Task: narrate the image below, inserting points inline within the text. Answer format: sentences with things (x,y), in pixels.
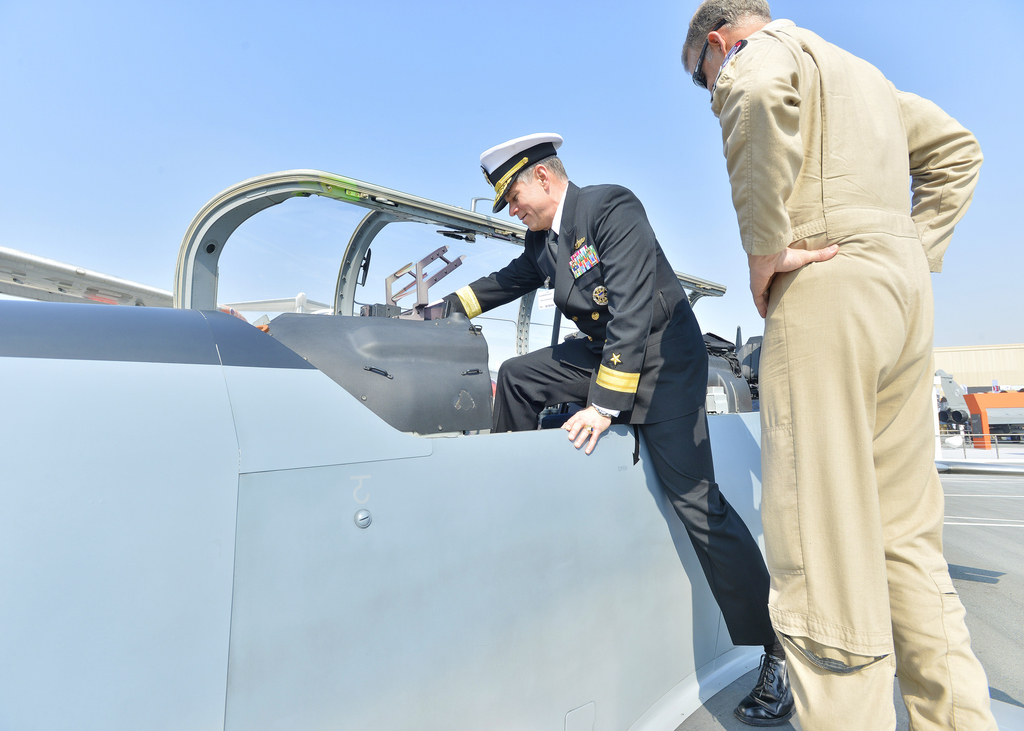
Here is the man (859,328) standing and the other man (669,412) is getting into a vehicle (346,376). This is a glass door (455,254). In the background (988,369), that looks like a building (1001,369). Here is the sky (423,149).
